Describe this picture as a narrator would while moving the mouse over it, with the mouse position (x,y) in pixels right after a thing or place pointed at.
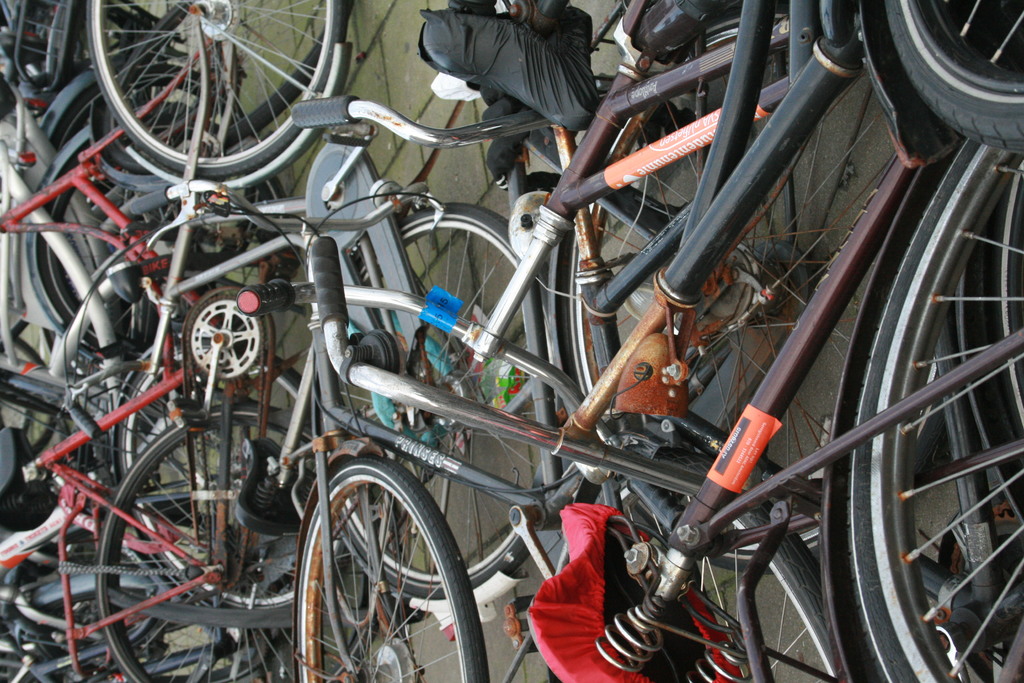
In this image we can see a group of bicycles (750,380) on the ground (430,266).
